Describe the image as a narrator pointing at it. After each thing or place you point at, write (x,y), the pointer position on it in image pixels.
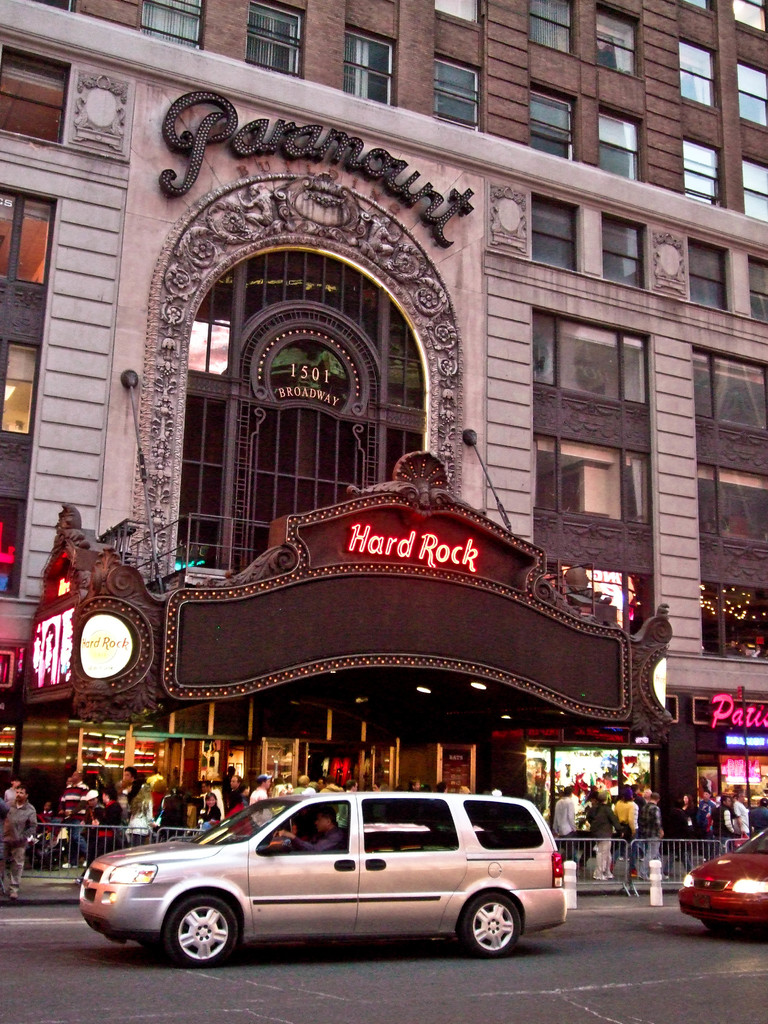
In the image I can see the road (237,989). I can see vehicles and people (13,838) walking. In the background (191,734), I can see buildings (426,741) and some text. I can see windows (737,649) with glasses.
